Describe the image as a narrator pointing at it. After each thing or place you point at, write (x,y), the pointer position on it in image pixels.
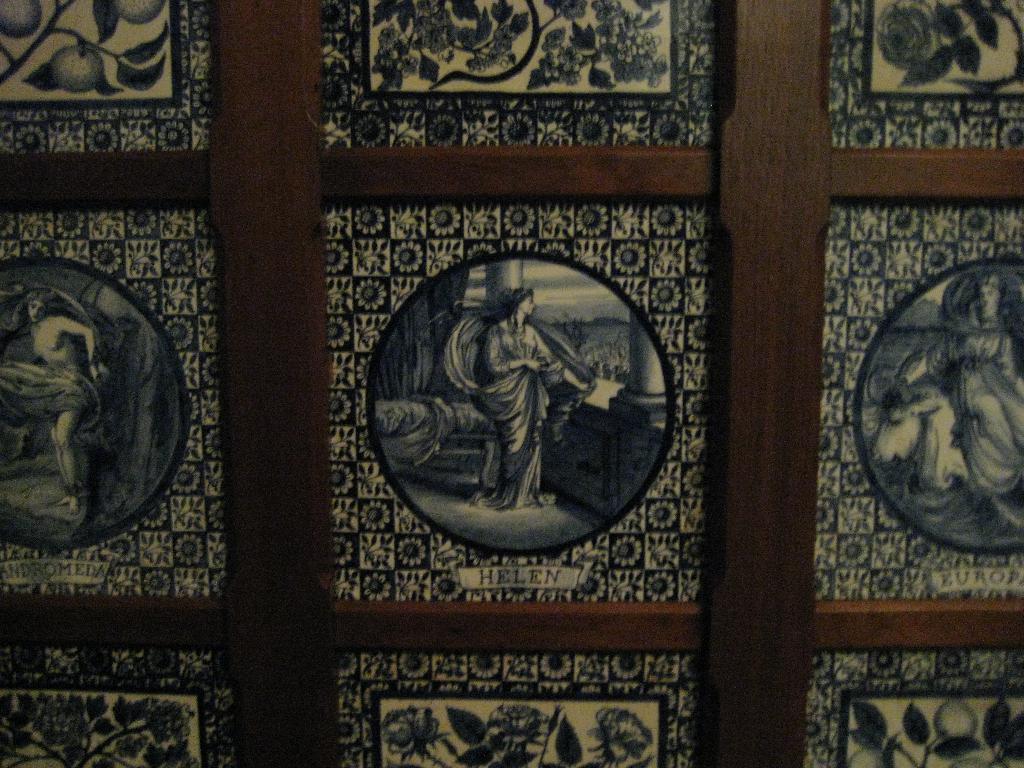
In this image I can see few frames (599,396) are attached to the board (637,147). It is in black and brown color.
